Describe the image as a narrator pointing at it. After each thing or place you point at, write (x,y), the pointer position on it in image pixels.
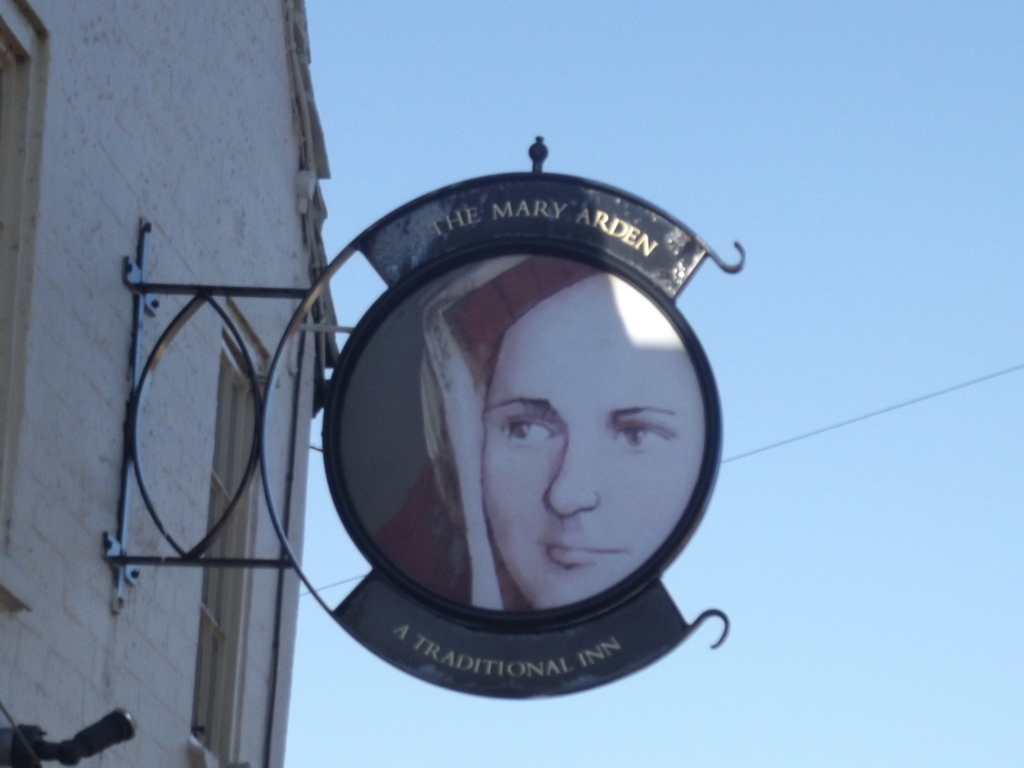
In this picture I can see a building (293,260) on the left side (185,304) and I can see a board (366,326) and on it I can see the depiction picture (487,405) of a woman (514,365) and I see something is written. In the background (324,632) I can see the clear sky (462,32) and I can see a wire (909,404).
